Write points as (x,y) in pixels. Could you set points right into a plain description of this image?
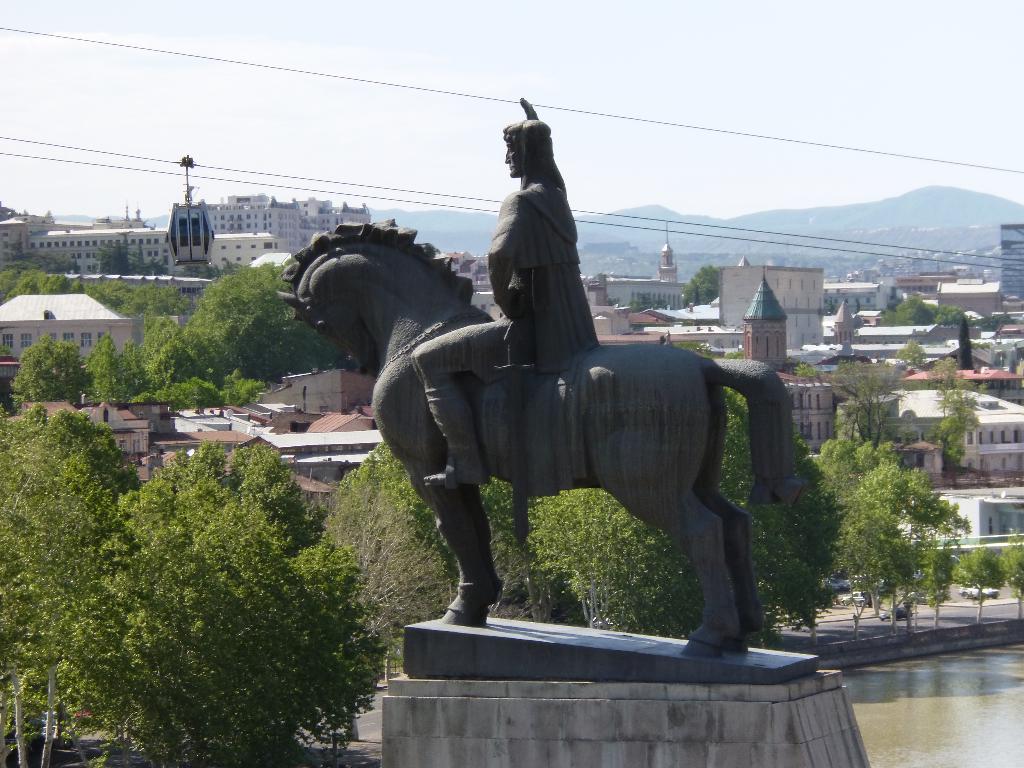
In this image we can see a statue (589,632), pedestal (664,689), water (956,685), motor vehicles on the road (1006,617), trees (184,594), buildings (788,330), sheds (666,333), rope way (451,195), hills (711,221) and sky (870,195) with clouds (15,178).
